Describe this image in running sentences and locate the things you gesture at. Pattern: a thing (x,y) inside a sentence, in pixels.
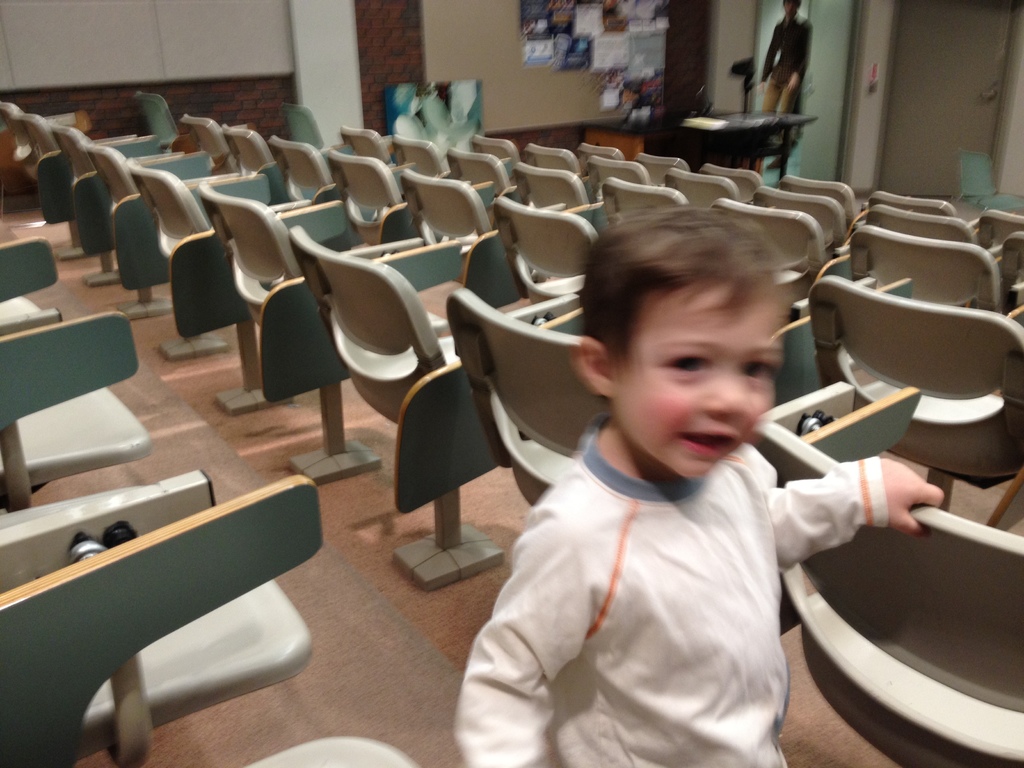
In this picture we can see a boy (680,599) who is standing floor (383,614). These are the chairs (544,488). And there is a table (737,119). Here we can see the wall (213,54).
